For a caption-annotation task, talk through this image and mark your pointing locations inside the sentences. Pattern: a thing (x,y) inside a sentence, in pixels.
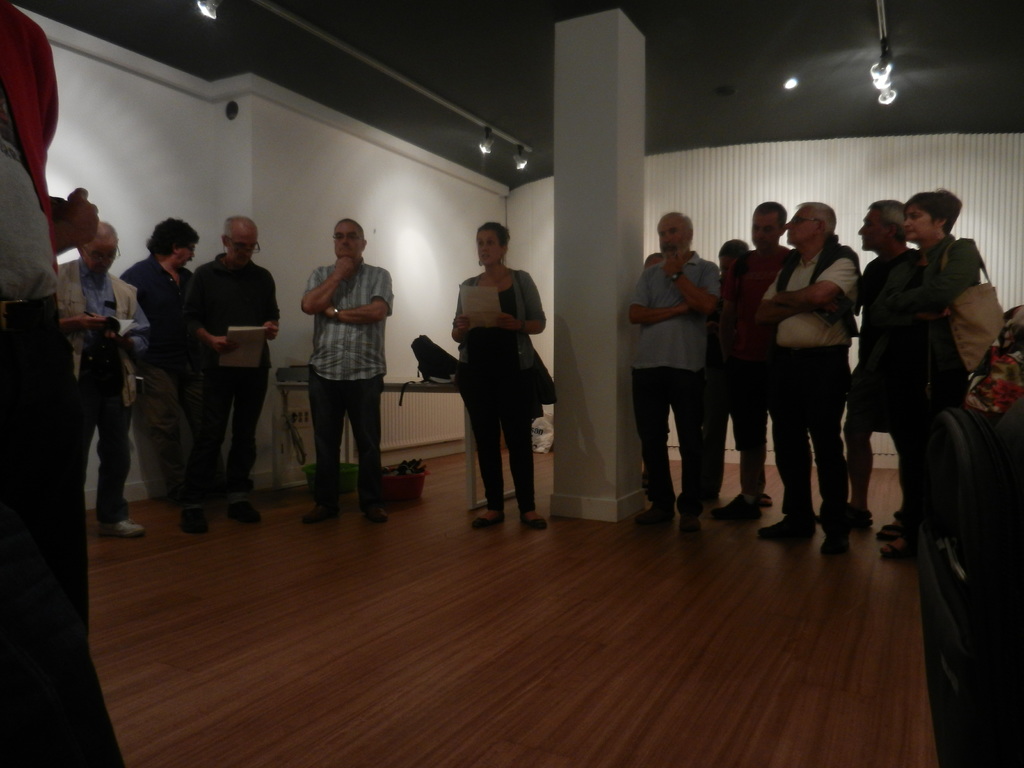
This image is taken indoors. At the bottom of the image (258,655) there is a floor (526,624). At the top of the image (404,42) there is a ceiling (857,59) with a few lights (874,75). In the background (321,231) there is a wall (124,176). In the middle of the image (615,360) there is a pillar (600,225) and a few people (246,284) are standing on the floor (716,671) and there is a table (459,391) with a backpack (434,365) on it.
